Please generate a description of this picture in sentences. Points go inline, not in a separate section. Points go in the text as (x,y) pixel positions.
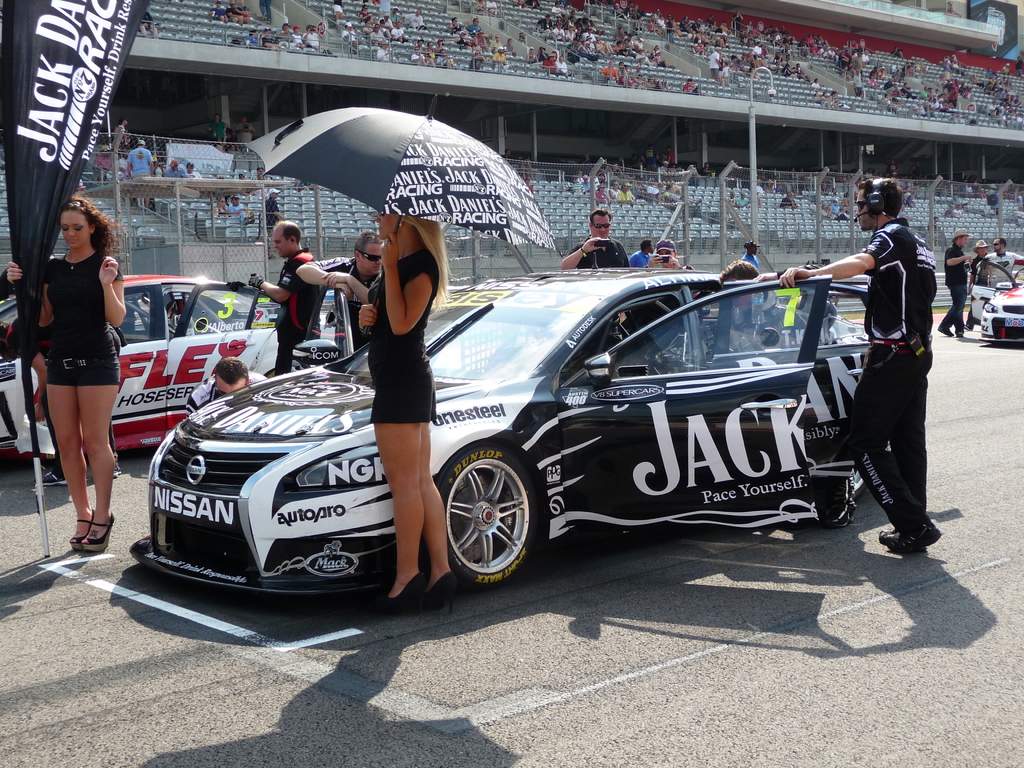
In the image in the center (630,323), we can see a few vehicles (799,488) on the road (806,579). And we can see a few people (47,302) are standing and few people (387,331) are holding some objects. And we can see one person (443,248) is holding umbrella (373,127) and the left side person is holding banner (4,74). In the background (743,198) we can see chairs (961,224), fences (692,246), few people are sitting and few other objects (1009,30).
